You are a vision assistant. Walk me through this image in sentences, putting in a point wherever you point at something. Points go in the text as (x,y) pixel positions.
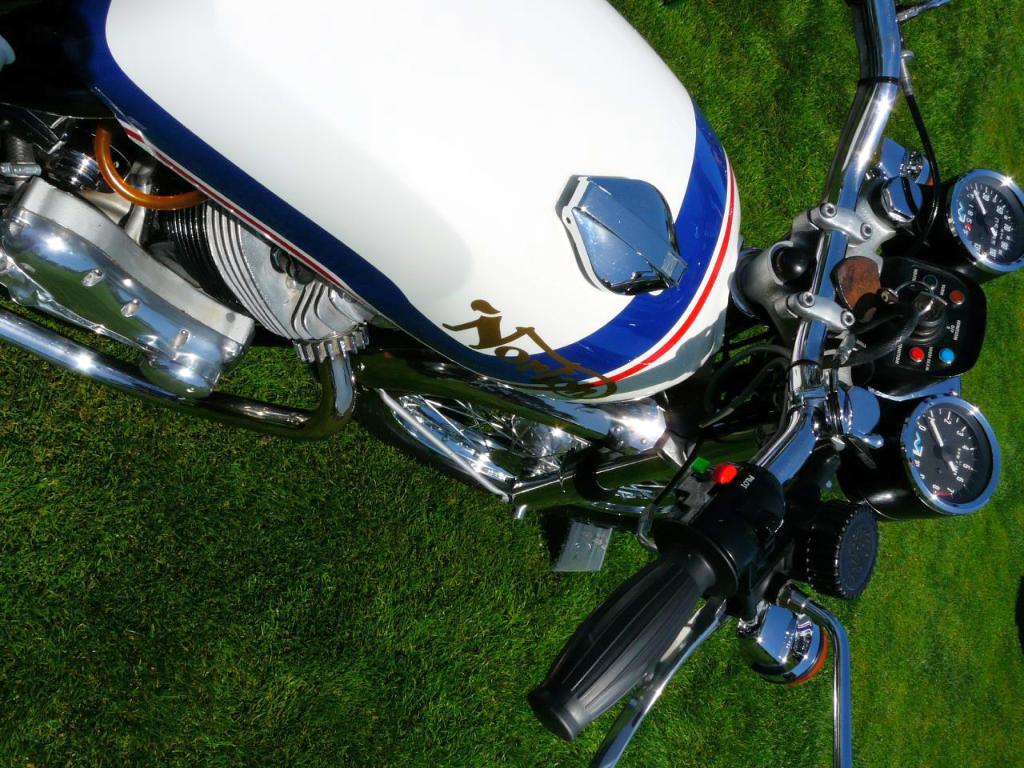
In this image we can see the front part (888,257) of a bike (904,509), handle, two meters (954,509), petrol tank (401,93) and some grass (202,583) in the foreground (300,583).
